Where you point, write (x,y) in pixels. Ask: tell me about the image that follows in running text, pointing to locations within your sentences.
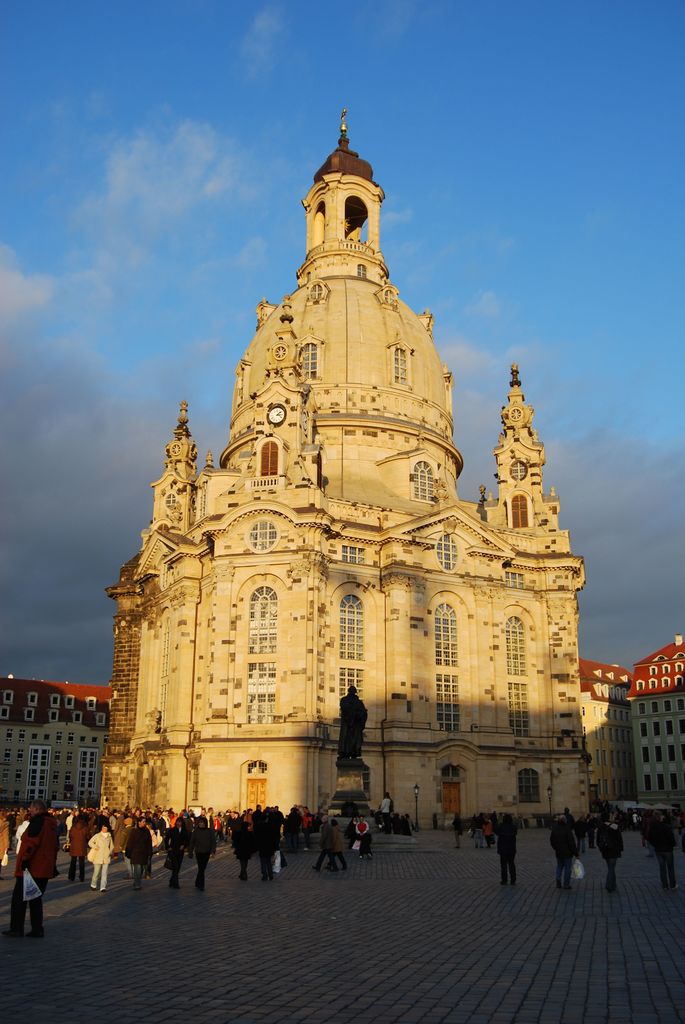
In this image we can see a few buildings (339,676), on the building (339,676) we can see a clock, in front of the buildings (228,756), we can see a statue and the people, in the background (223,116), we can see the sky (339,100) with clouds (137,169).
